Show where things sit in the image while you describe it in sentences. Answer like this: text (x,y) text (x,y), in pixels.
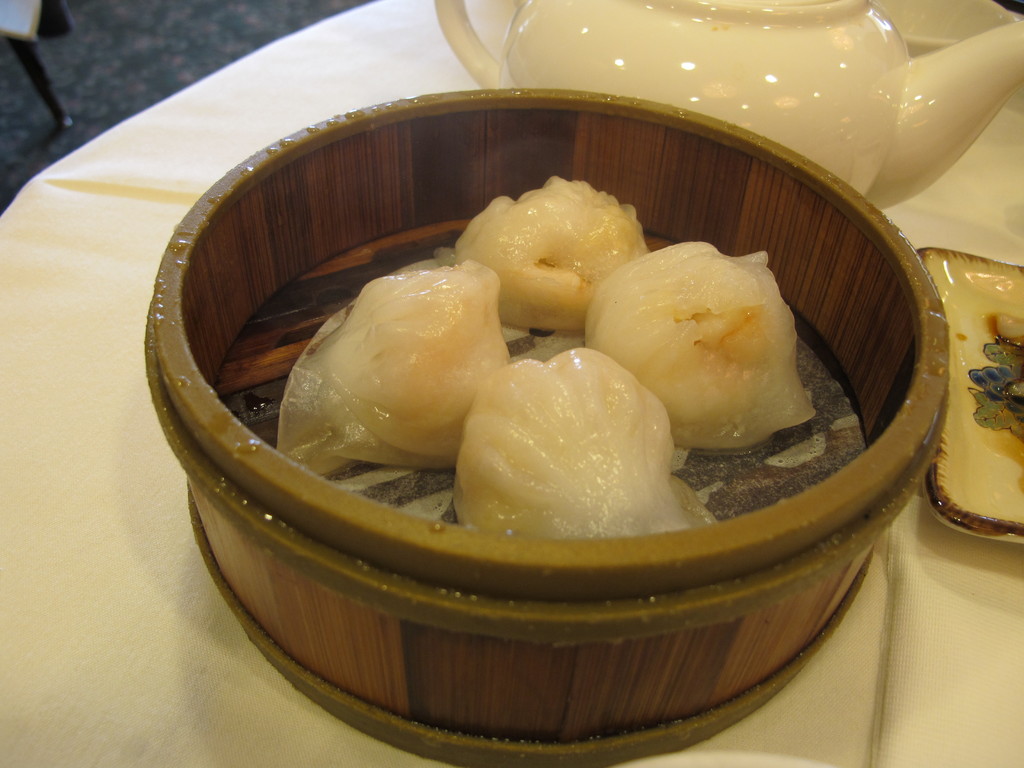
There are some momos (490,395) present in a wooden bowl (880,374) as we can see in the middle of this image (454,380). There is a teapot (651,16) at the top of this image (670,48), and there is a tray (993,381) as we can see on the right side of this image (983,424). All these are kept on a white color surface (180,588). It seems like there is a chair (53,28) at the top left corner of this image (31,35).
